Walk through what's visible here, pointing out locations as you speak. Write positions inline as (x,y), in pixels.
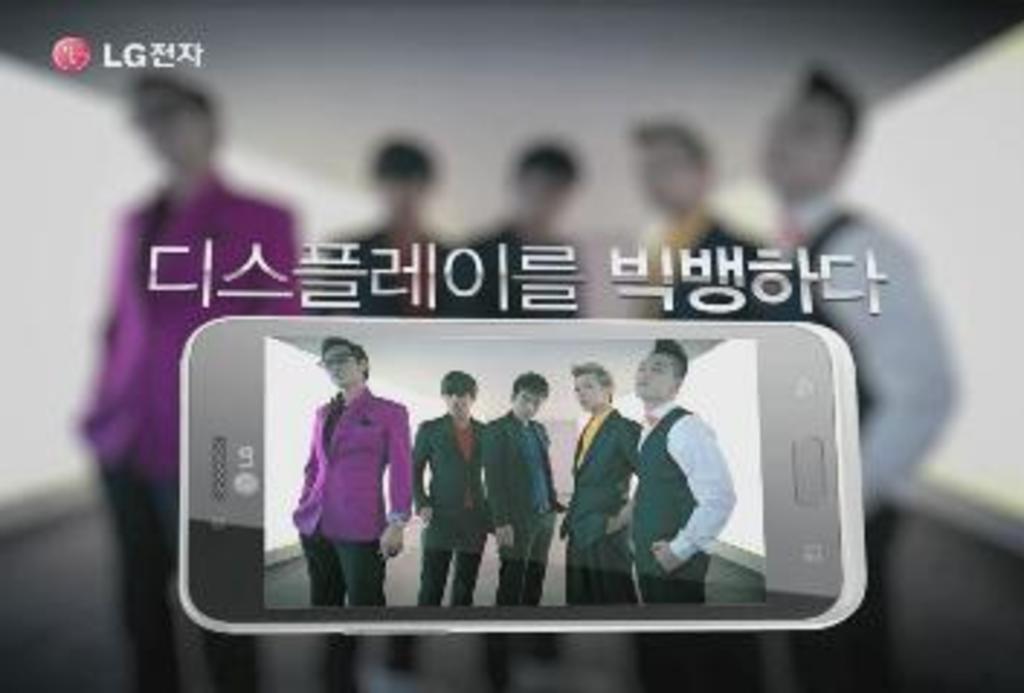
In this picture I can observe five members (500,489) in the mobile screen (399,457). Most of them are wearing coats (605,487). There is some text (274,284) in this picture. The background (64,346) is blurred.
